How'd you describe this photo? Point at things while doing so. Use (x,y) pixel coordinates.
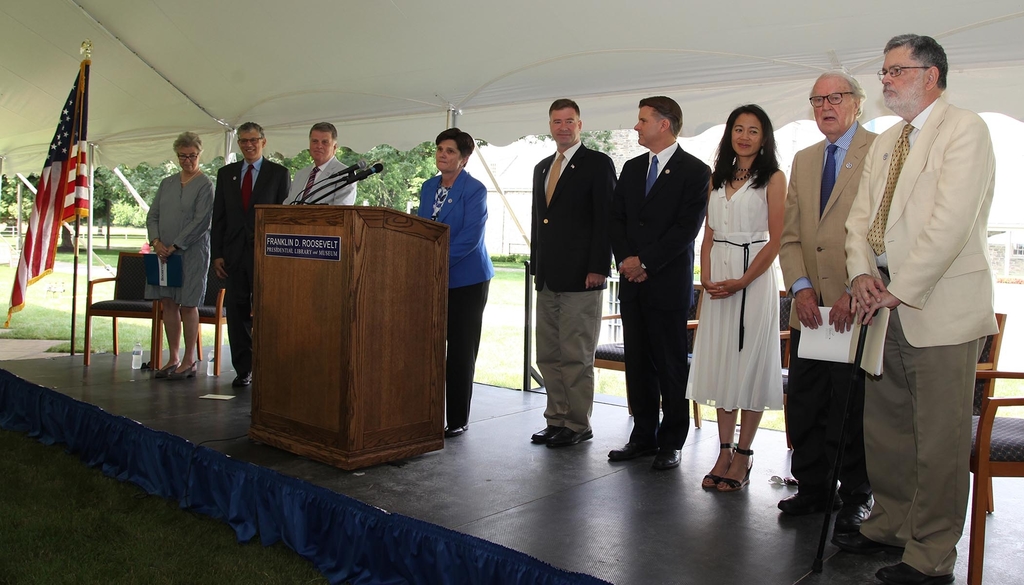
In this image we can see some people (644,229) standing on a stage (754,554). Two men (928,341) are holding books (873,347) in their hands (849,325). In the center of the image (358,280) we can see microphone (349,180) on stands (337,183) and a board (321,251) with some text (321,254) placed on a podium (400,432). On the left side of the image (67,155) we can see a flag (83,150) on a pole (84,162). In the background (217,366), we can see some chairs (124,308) and bottles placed on the ground (637,480), we can also see some plants (1016,282), a group of trees (364,197) and some poles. At the top of the image (340,20) we can see a tent (345,34).
